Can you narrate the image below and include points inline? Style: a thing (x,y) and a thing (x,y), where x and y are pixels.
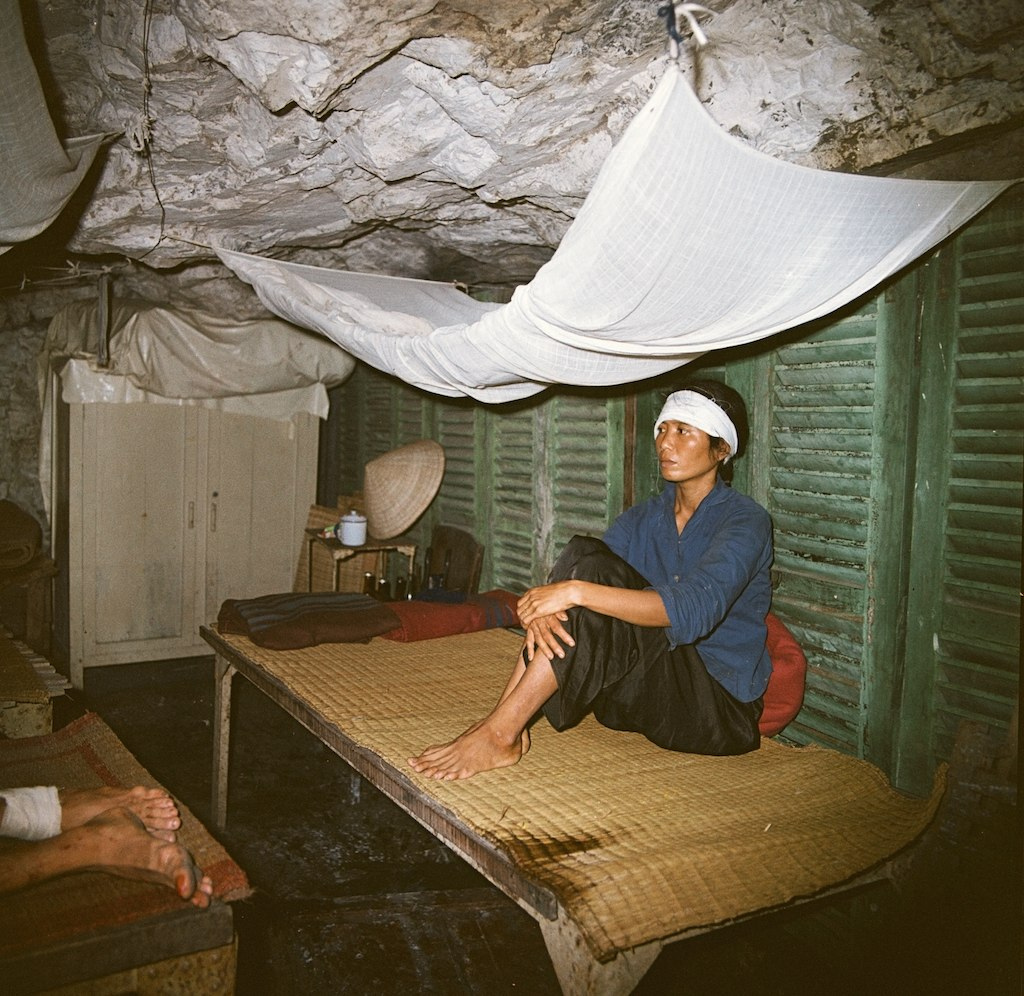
In this image we can see a woman (706,601) sitting on the cot (472,716). In addition to this there are a cupboard (262,536), beverage bottles (412,575), hat (404,523) and an another person (78,797) lying on the cot (62,767).
